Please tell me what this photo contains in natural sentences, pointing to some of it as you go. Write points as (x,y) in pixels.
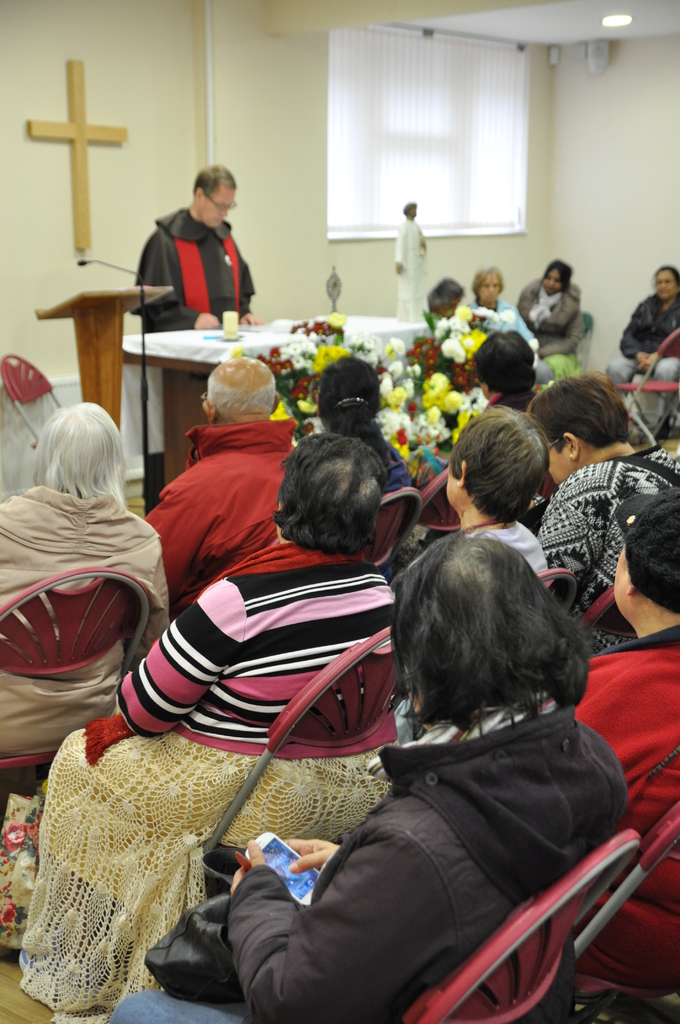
In this image I can see number of persons (442,699) are sitting on chairs (296,725) and few flowers (462,328). In the background (185,289) I can see a person (203,281) is standing in front of the table (254,326), a podium (112,292), a microphone (111,264), a statue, the ceiling (536,18), the wall (651,45), few lights (621,17) to the ceiling (638,12) and a window (349,144).
